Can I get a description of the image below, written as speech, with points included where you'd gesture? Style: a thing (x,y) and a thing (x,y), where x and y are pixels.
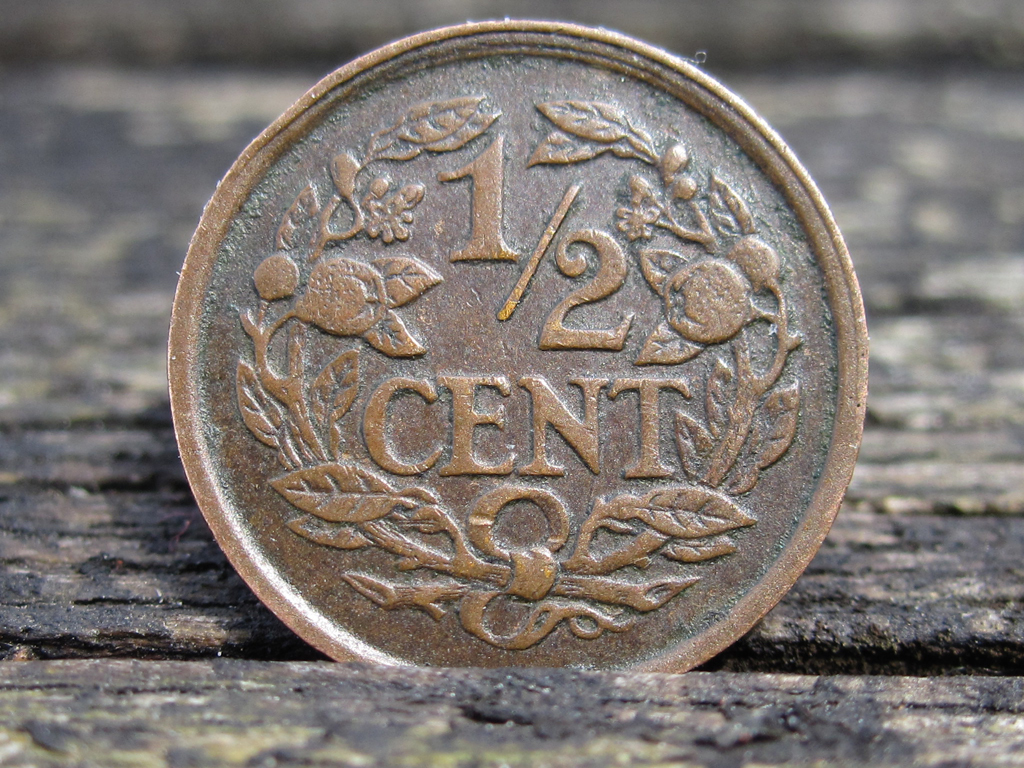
In the foreground of this image (260,134), there is a coin (826,428) on the wooden surface (509,700).
